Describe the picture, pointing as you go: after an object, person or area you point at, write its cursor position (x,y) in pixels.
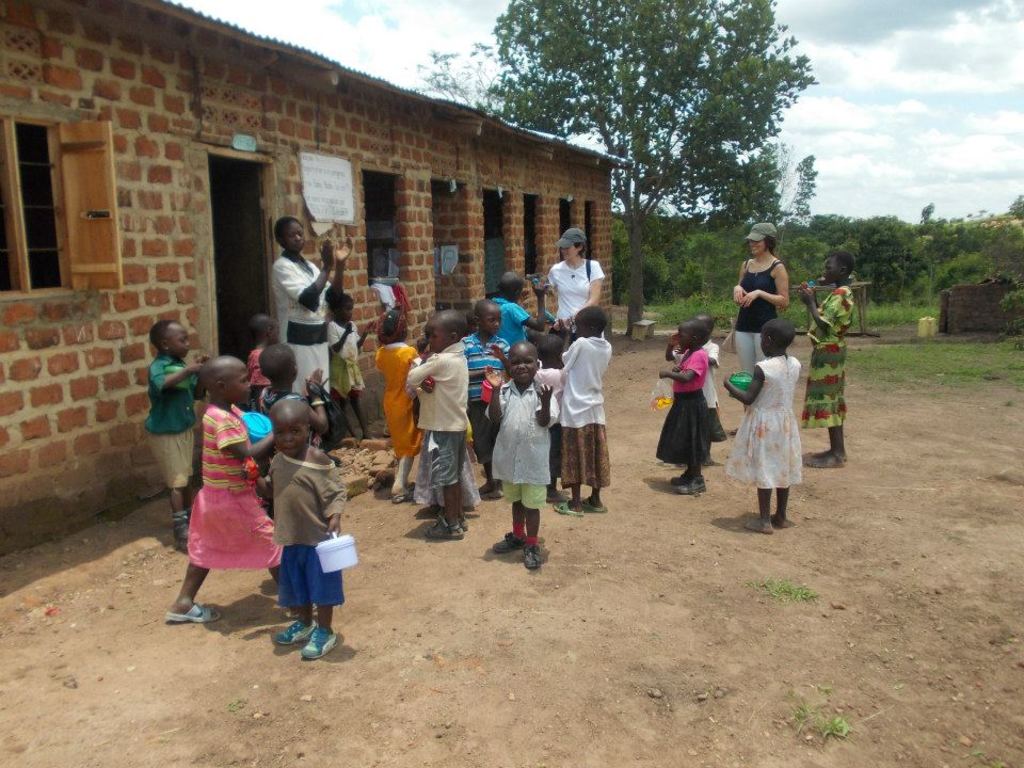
In the picture we can see a house (124,374) with many doors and window (55,264) which is constructed with bricks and outside the house (93,344) we can see some children (451,404) are playing and three adult people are standing and in the background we can see grass surface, plants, trees (708,142) and sky (877,154) with clouds (866,96).
